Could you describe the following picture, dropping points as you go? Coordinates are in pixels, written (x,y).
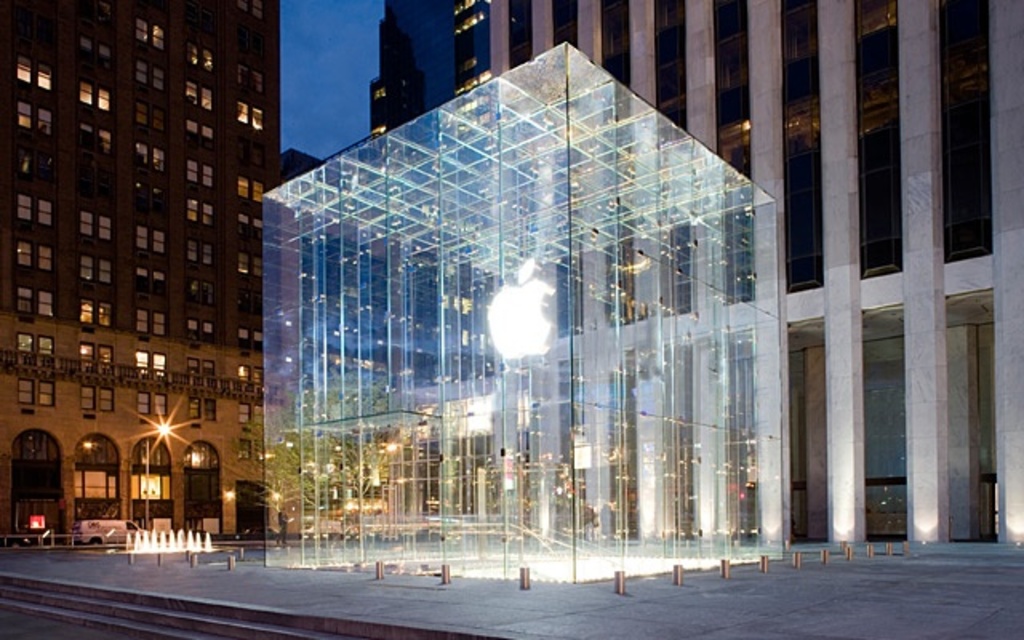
In the middle of the image (662,268) I can see a room (324,396) which is made up of glass (675,374). In the background (882,191), I can see the buildings (54,137). At the bottom of the image (108,612) there are some stairs (106,599). This is an image clicked in the dark. At the top of the image (320,70) I can see the sky (323,64).
